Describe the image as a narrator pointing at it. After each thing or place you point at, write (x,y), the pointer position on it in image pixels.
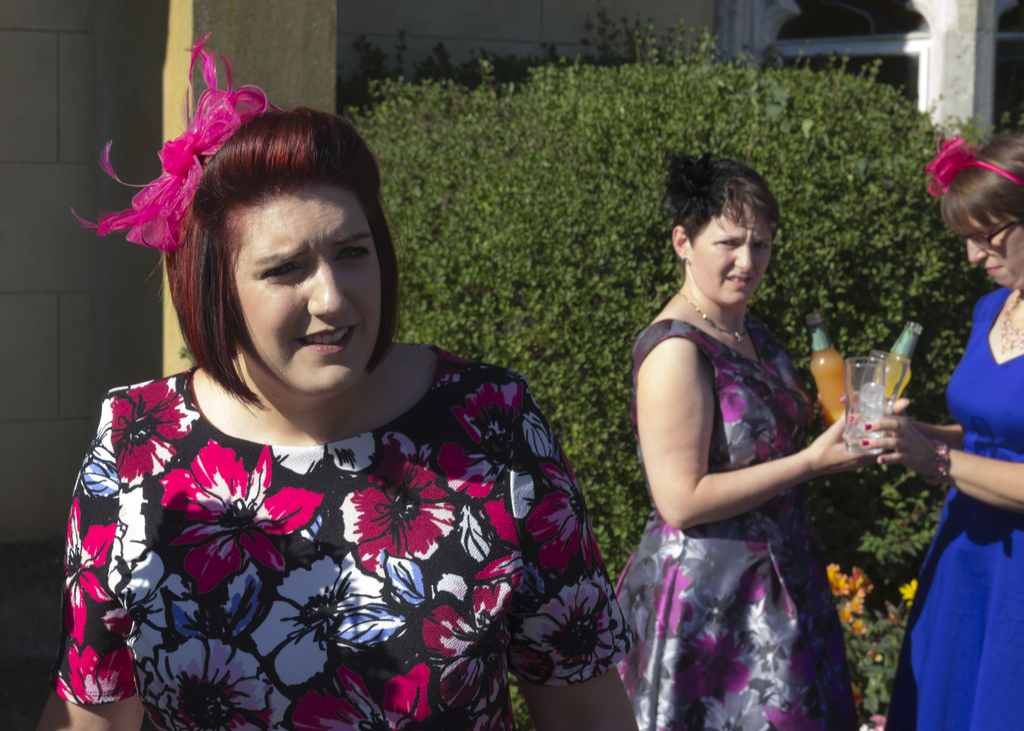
In this picture we can see a woman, behind we can see few women (878,425) are standing and holding bottles (843,382) and we can see Some plants (536,242).
